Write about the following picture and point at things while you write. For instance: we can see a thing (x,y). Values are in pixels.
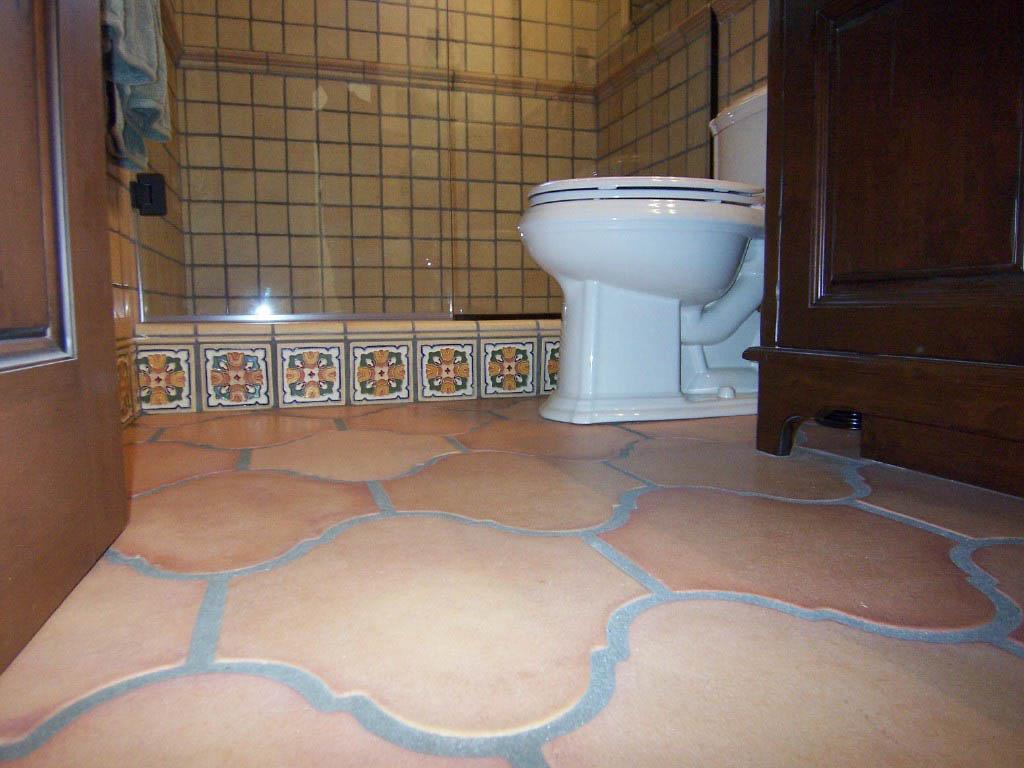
In this image I can see a white color toilet (598,261), towel (133,64), wall (659,101), door (24,440) and cupboard (892,57). The floor (453,492) is in brown and ash color.
